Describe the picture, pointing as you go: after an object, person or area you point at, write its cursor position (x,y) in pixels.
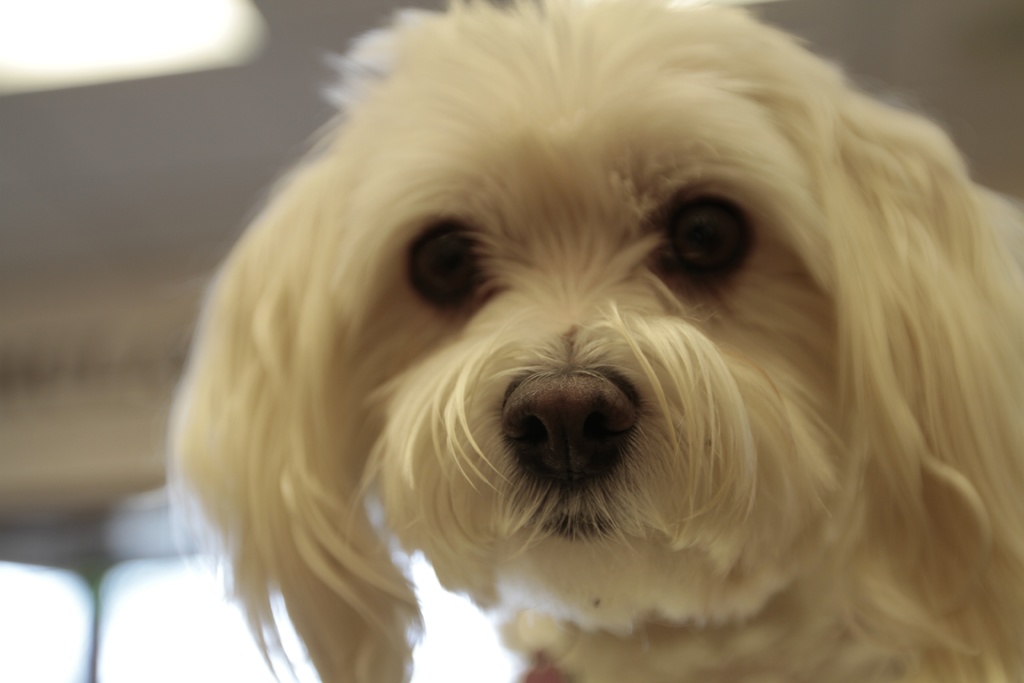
In the image there is a zoom in picture of a dog (730,443), only its face (432,45) is visible. The background of the dog (302,358) is blur.
